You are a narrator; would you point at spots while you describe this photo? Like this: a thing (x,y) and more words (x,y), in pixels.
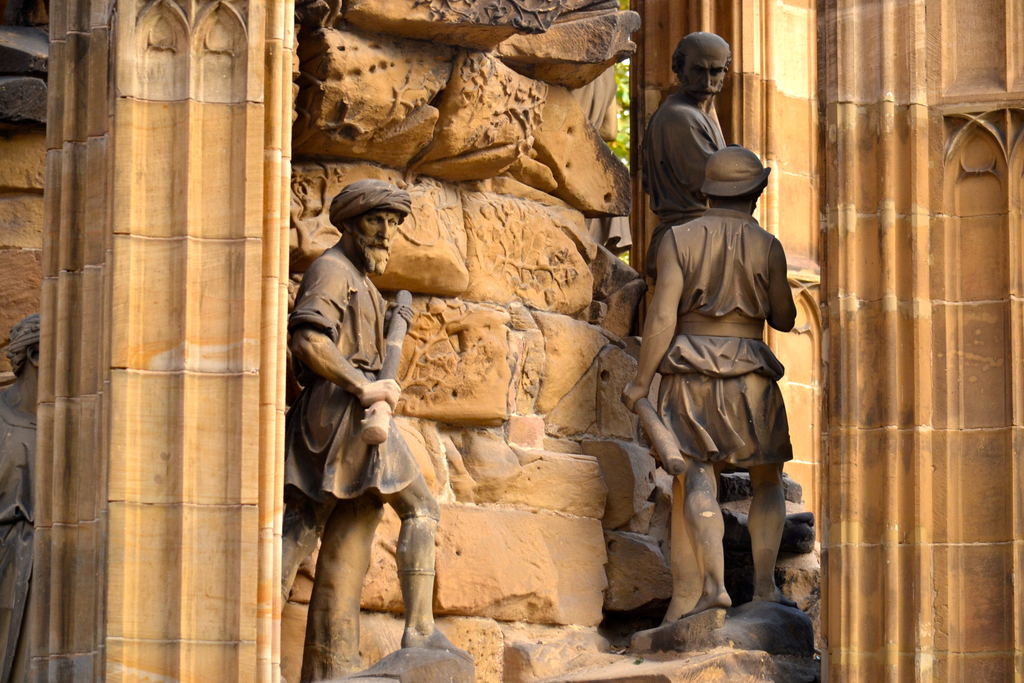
In this image, I can see the sculptures (358,438) of three people (712,230) standing. These look like the rocks (458,245). I can see the pillars (752,94). On the left side of the image (7,446), here is another sculpture (9,430), which is behind the pillar (47,418).
